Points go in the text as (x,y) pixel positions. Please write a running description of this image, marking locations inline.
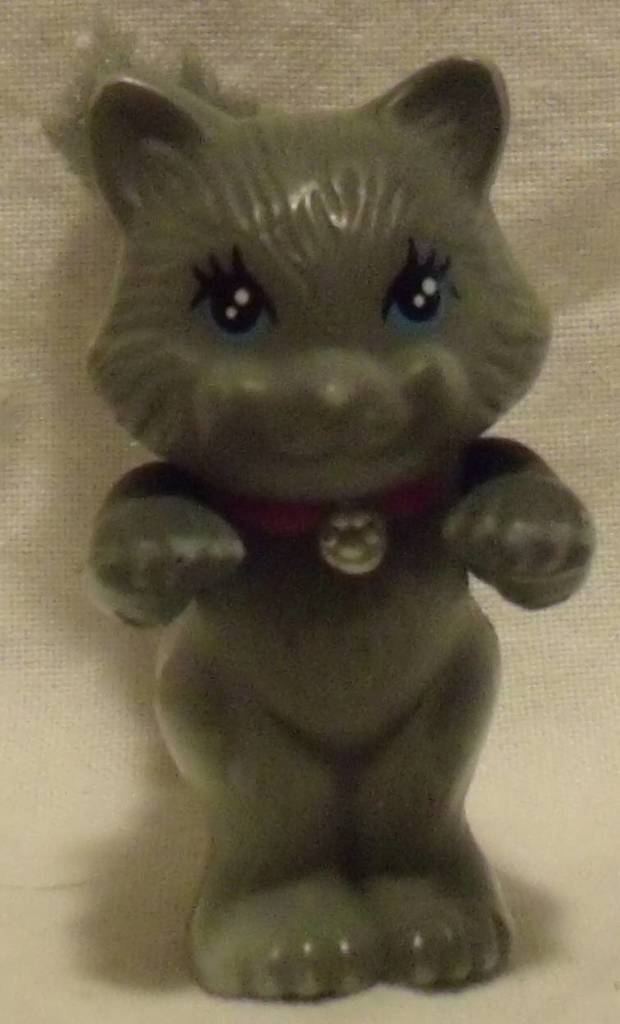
In this picture I can observe a figurine of a cat (288,610) standing. This is in green color. The background (38,338) is in cream color.
